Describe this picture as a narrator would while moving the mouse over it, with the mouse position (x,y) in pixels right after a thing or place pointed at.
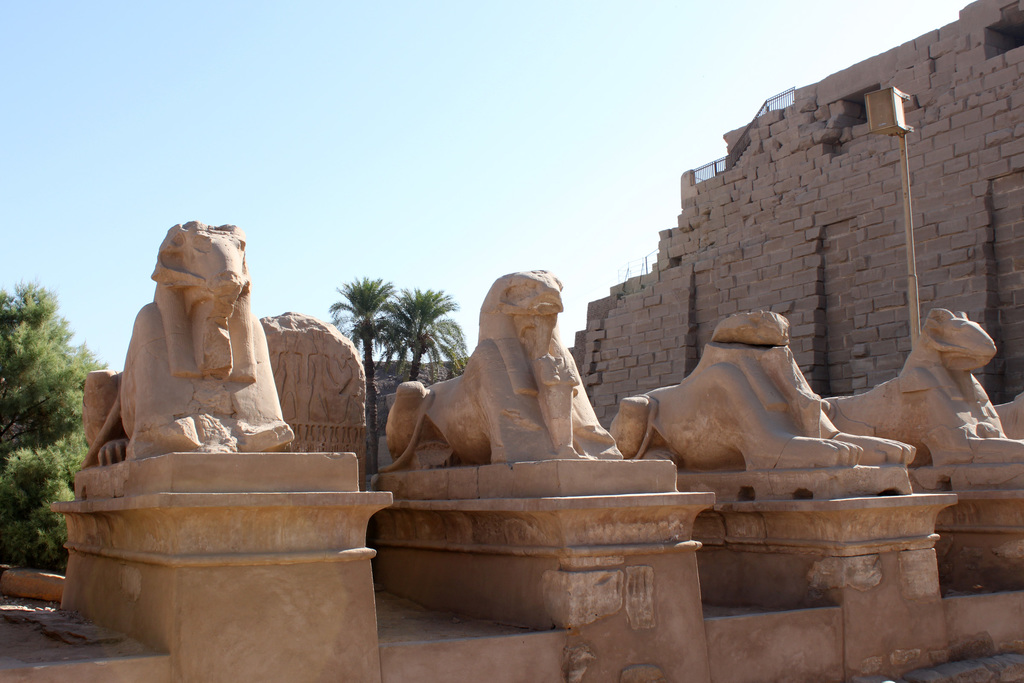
In this image there are sculpture (736,405) and a monument (979,150), in the background (76,394) there are trees (77,412) and a blue sky (272,94).
